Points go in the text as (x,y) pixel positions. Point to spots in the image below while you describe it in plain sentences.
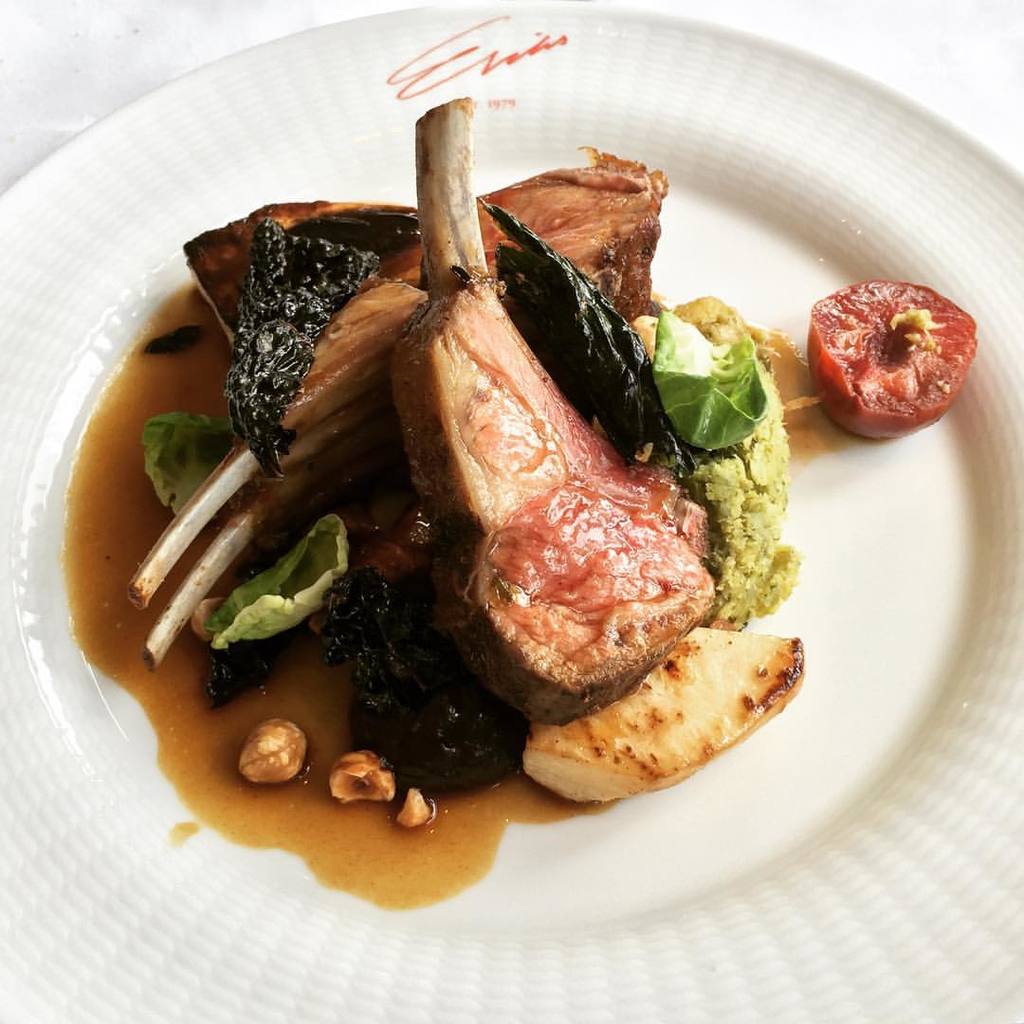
In the middle of this image (432,577), there are food items (91,475) arranged on a white color plate (600,844). This plate (279,940) is placed on a surface (862,15). And the background (1015,139) is white in color.
